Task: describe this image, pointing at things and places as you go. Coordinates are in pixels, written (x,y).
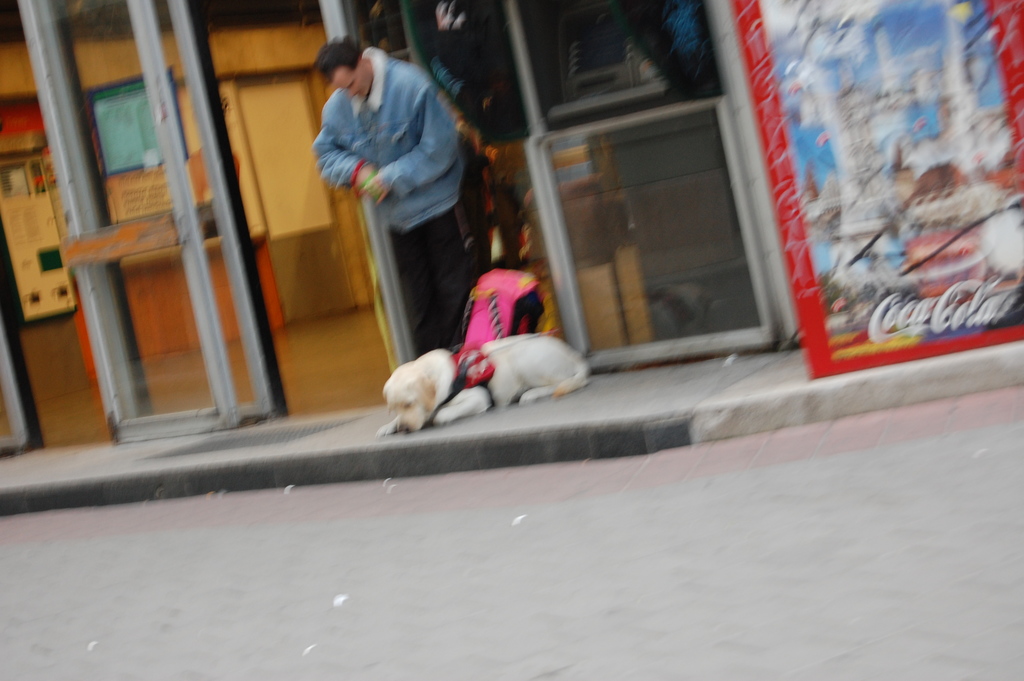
This picture is taken beside the road (436,481). In the center (450,414), there is a dog (415,373) lying on the footpath (534,422). Beside the dog (434,361), there is a person (406,106) wearing a blue jacket (400,109) and black trousers (397,233). In the background (448,78) there is a building (535,107) with glass doors (666,156). Towards the right (854,155), there is a board (970,120) with some text (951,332) and painting (912,100).
